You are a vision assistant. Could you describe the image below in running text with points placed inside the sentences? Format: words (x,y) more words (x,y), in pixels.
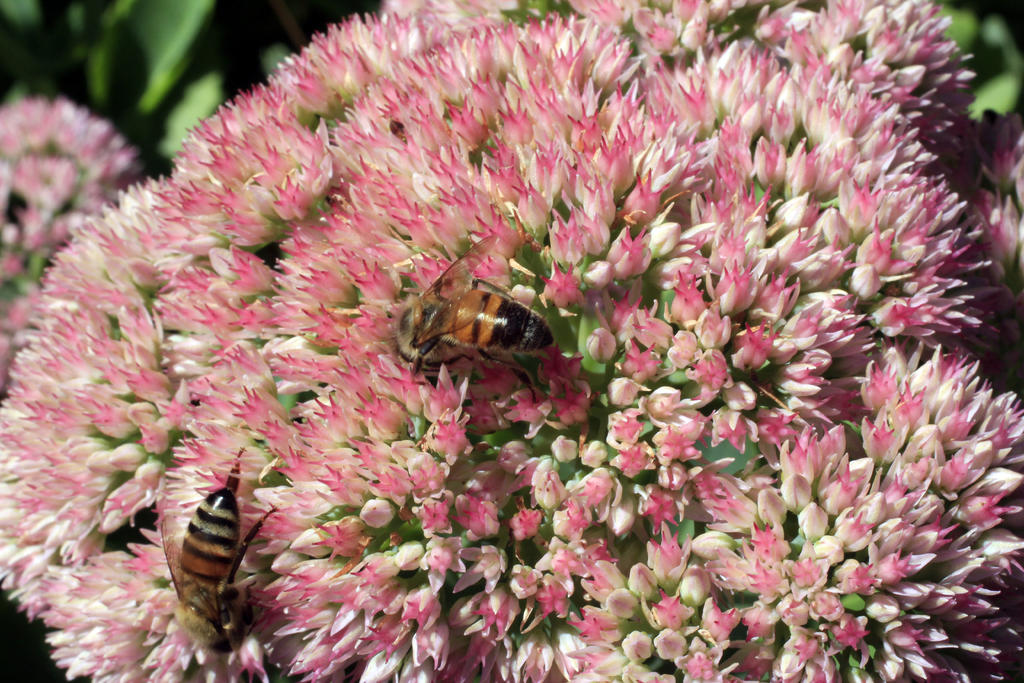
In this image I can see the pink color flowers (427,206) to the plants (47,95). On the flower (333,366) I can see two honey bees (263,521) which are in black and brown color.
